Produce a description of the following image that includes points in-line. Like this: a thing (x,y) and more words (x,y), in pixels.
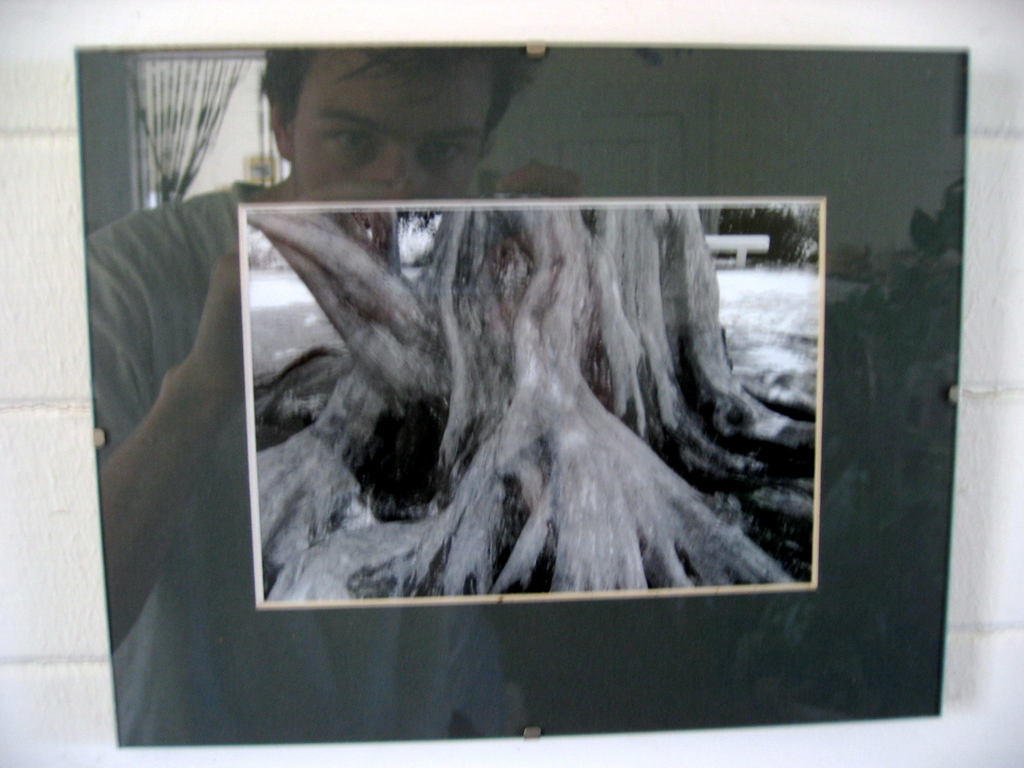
In this image we can see the reflection (387,139) of a person (388,121) and in the center (552,327) we can see the photograph (523,337) of a bark (611,294) and the photo (595,257) is attached to the glass frame (834,332).
